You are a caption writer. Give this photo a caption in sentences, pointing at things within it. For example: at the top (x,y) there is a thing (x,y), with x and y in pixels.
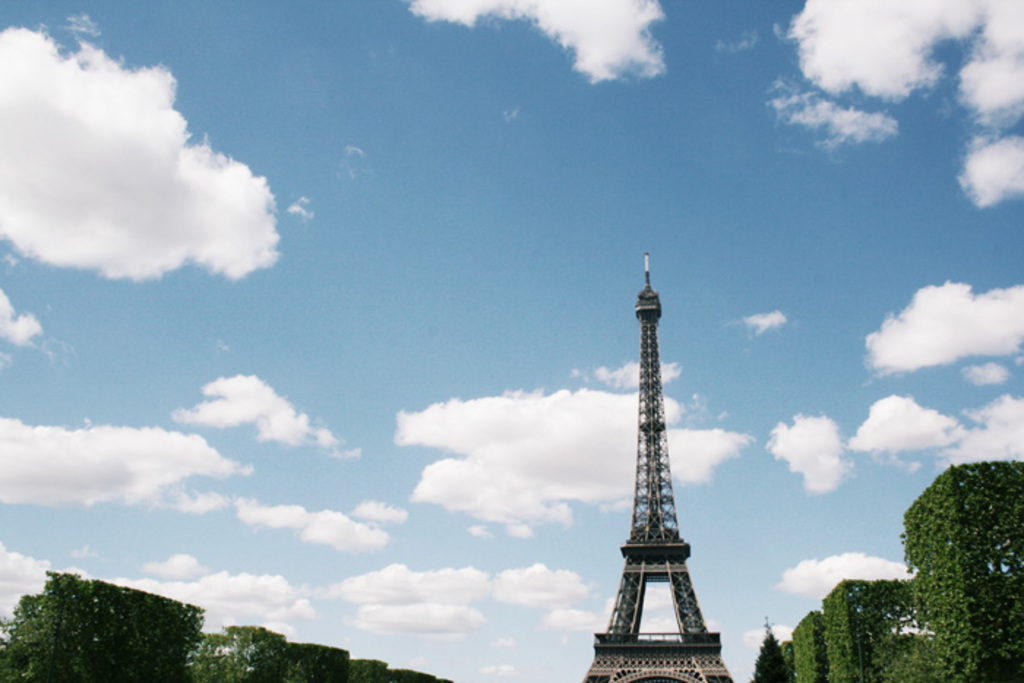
In this picture I can observe an Eiffel tower (649,437). On either sides of the picture I can observe some plants (803,636) on the ground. In the background (419,384) there are some clouds (296,436) in the sky (251,286).
